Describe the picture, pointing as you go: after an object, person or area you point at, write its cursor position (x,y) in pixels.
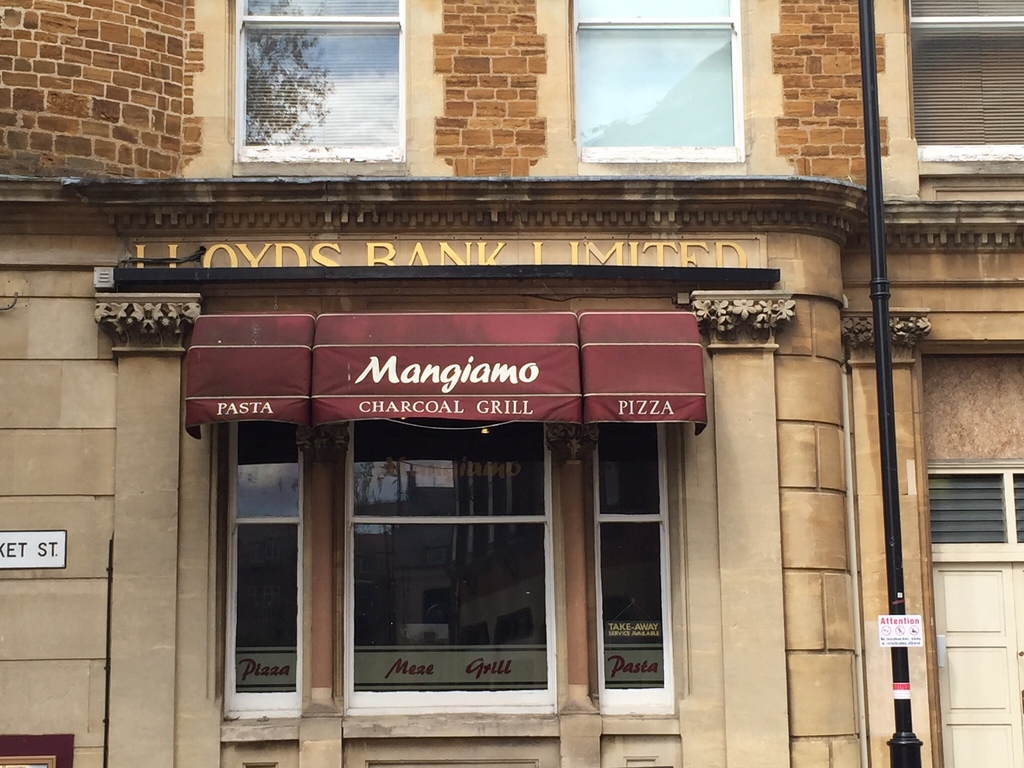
In this image there is a building (765,431) with name board (588,377) at the front (478,369), there is a pole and reflection of trees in the window (346,81).
